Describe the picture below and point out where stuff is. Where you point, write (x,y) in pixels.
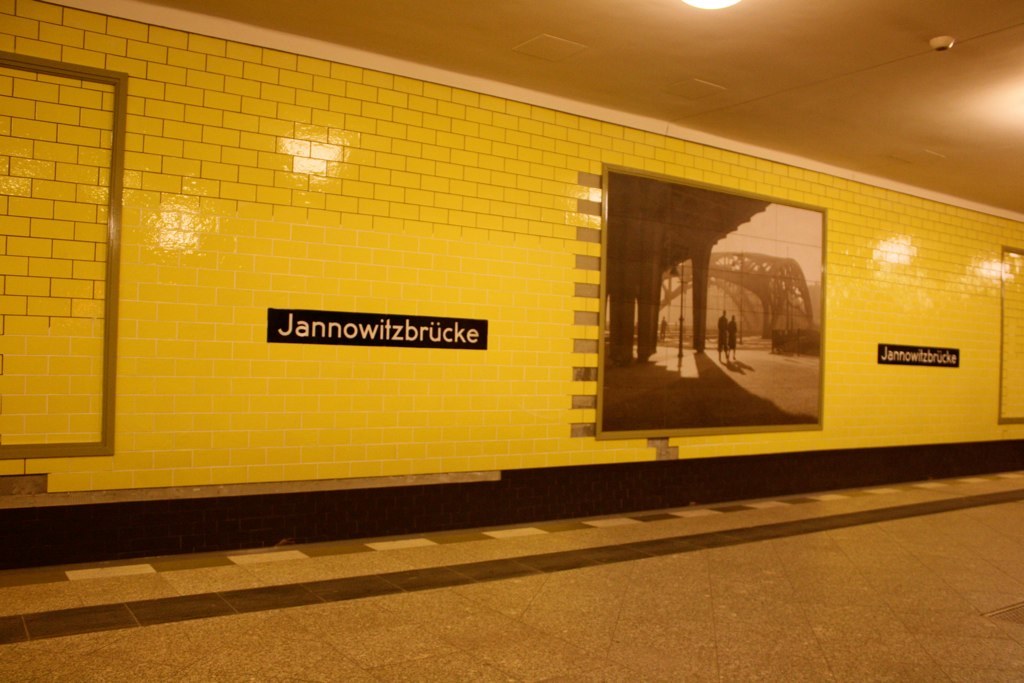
In this image there are frames (736,303) and name boards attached to the tiles (168,308), there is light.
